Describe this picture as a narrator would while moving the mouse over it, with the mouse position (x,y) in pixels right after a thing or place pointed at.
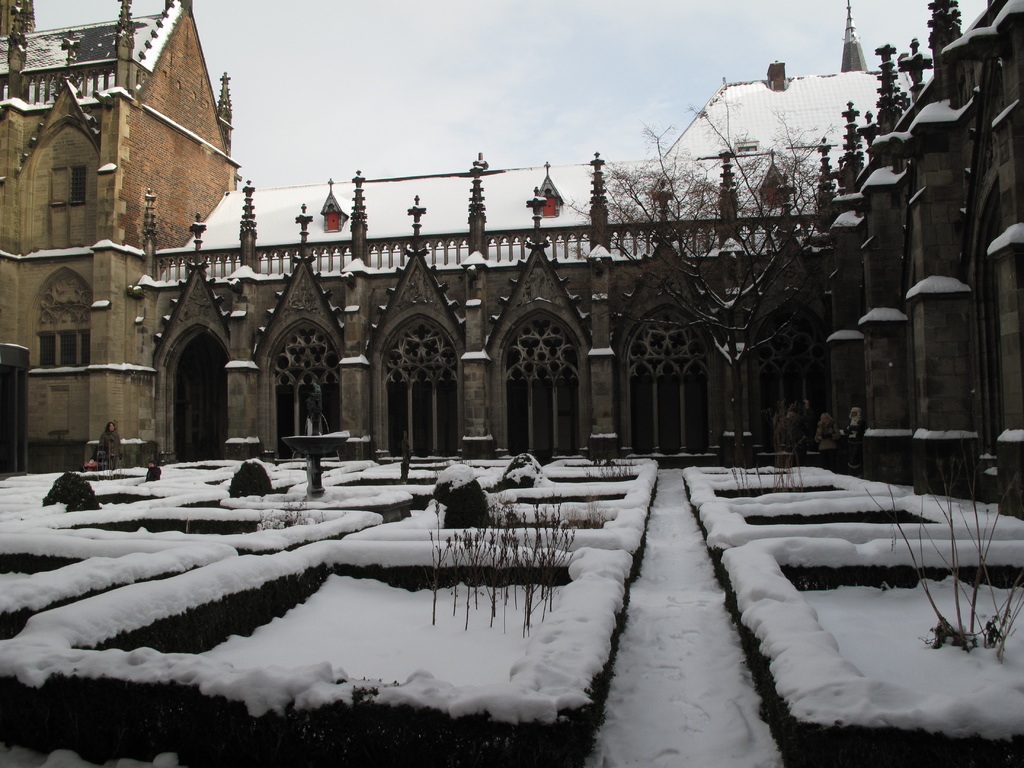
As we can see in the image there are buildings (441,393), snow (420,559), tree (693,189) and on the top (426,78) there is sky (356,71).
